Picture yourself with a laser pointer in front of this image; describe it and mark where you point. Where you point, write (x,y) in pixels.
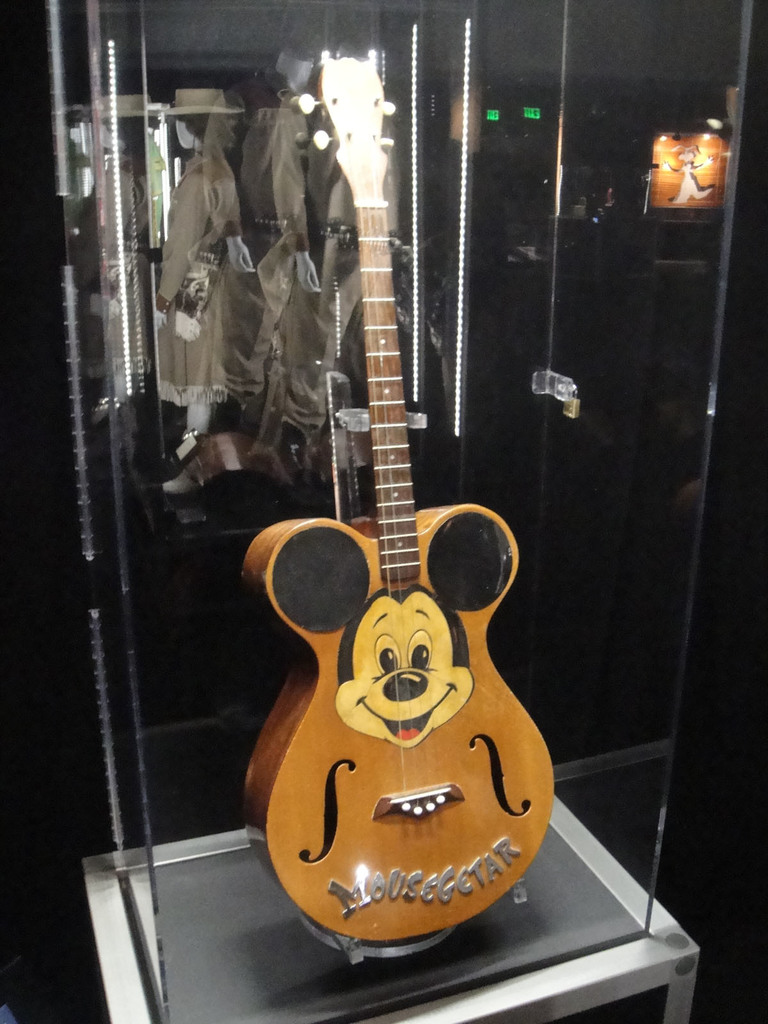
This Picture describe a Beautiful wooden guitar (461,844) is placed in the glass box (585,392) on which a mickey mouse (418,684) is stick, Behind a box (343,345) we can see a mannequin (305,236) wearing a khaki outfit (267,348) and a poster (679,181) with spot light (706,135) on the wall (697,129).
